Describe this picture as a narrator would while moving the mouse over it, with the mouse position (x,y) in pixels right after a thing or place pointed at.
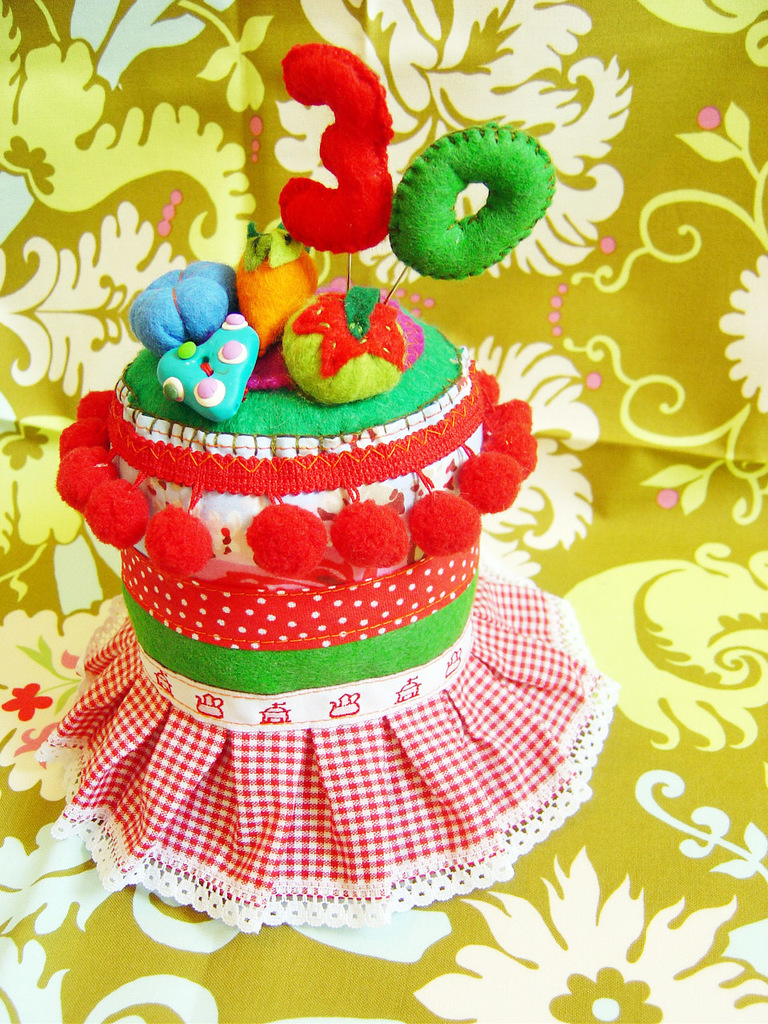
In this image, we can see a craft (315,583). It looks like a cake (259,527) with candles (353,233) and some eatable things (144,326). Here we can see cloth (380,826). This object (287,598) is placed on a design printed cloth (661,638).
